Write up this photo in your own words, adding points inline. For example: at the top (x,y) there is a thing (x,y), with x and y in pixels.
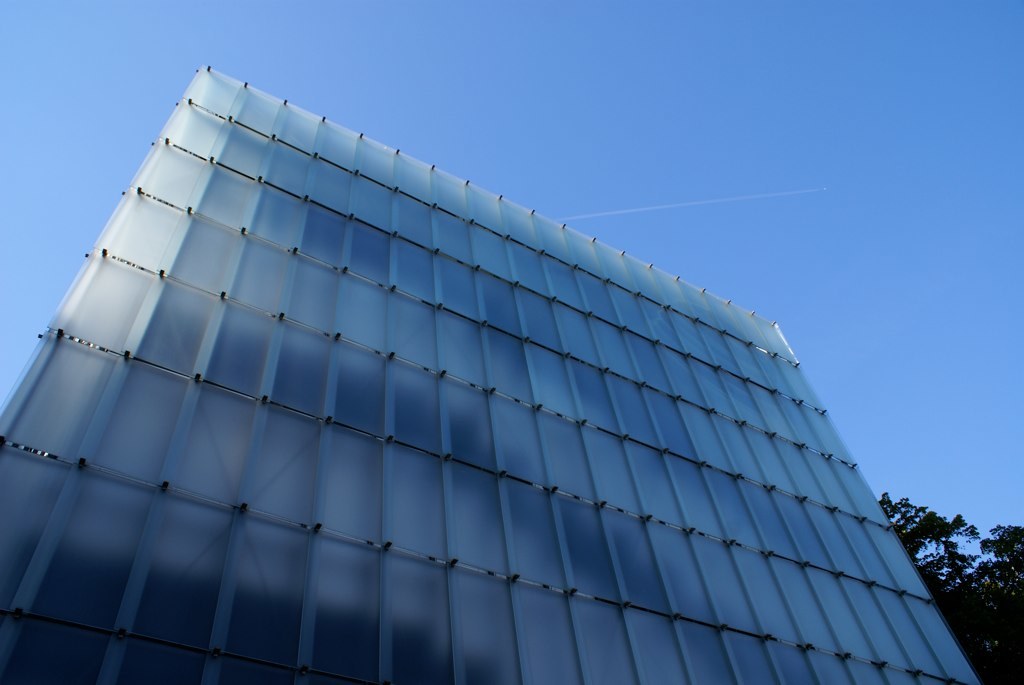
In this image I can see a huge building (303,481) which is covered with the sheets (529,358) and few trees (983,610). In the background (914,325) I can see the sky (793,179).
